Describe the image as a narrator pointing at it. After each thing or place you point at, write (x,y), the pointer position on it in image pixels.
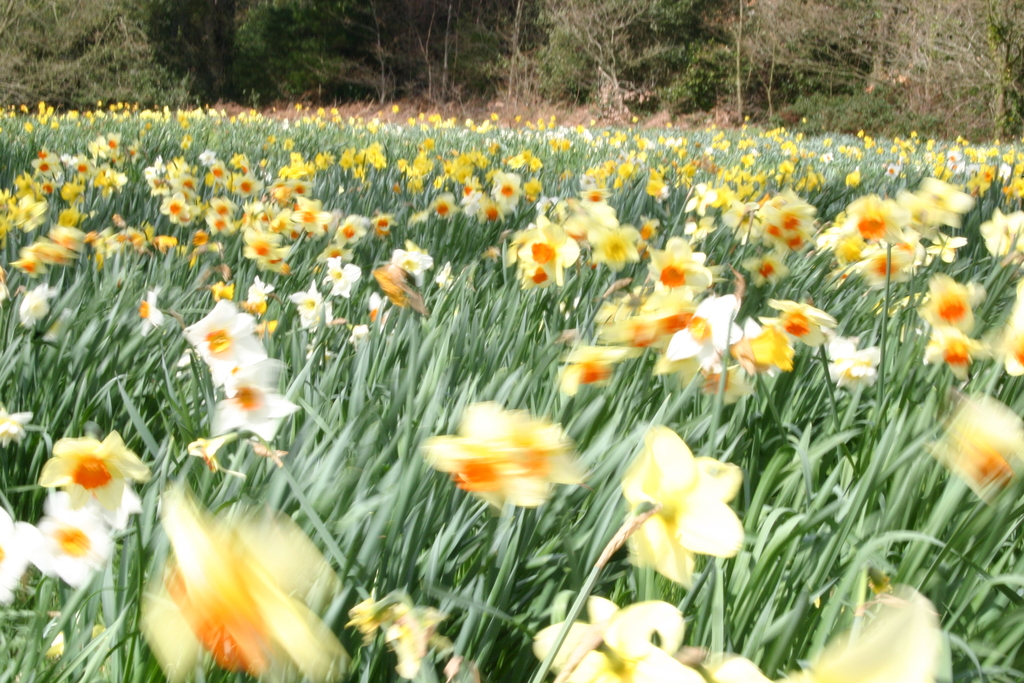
In this image I can see number of yellow and orange colour flowers (253,575), plants (943,555) and In the background (640,92) I can see number of trees (571,75).
